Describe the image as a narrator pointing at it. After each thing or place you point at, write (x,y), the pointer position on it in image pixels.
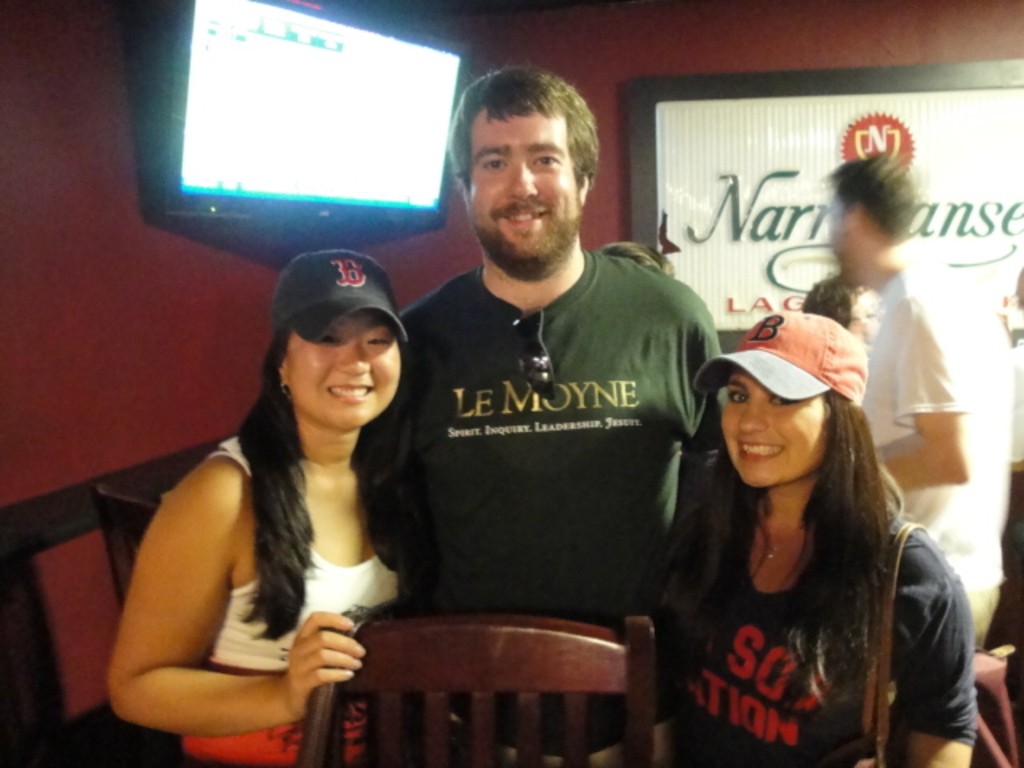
In this picture there is a man (526,334) who is wearing t-shirt (551,448) and trouser (551,766). Besides him I can see two women (736,685) and they are smiling. They are standing behind this chair (506,646). In the top left (190,121) I can see the television (219,159) which is placed on the wall (98,249). On the right (955,353) I can see the man (897,477) who is standing near to the table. In the back (802,136) I can see the poster (848,111) which is placed on the wall (144,254).
